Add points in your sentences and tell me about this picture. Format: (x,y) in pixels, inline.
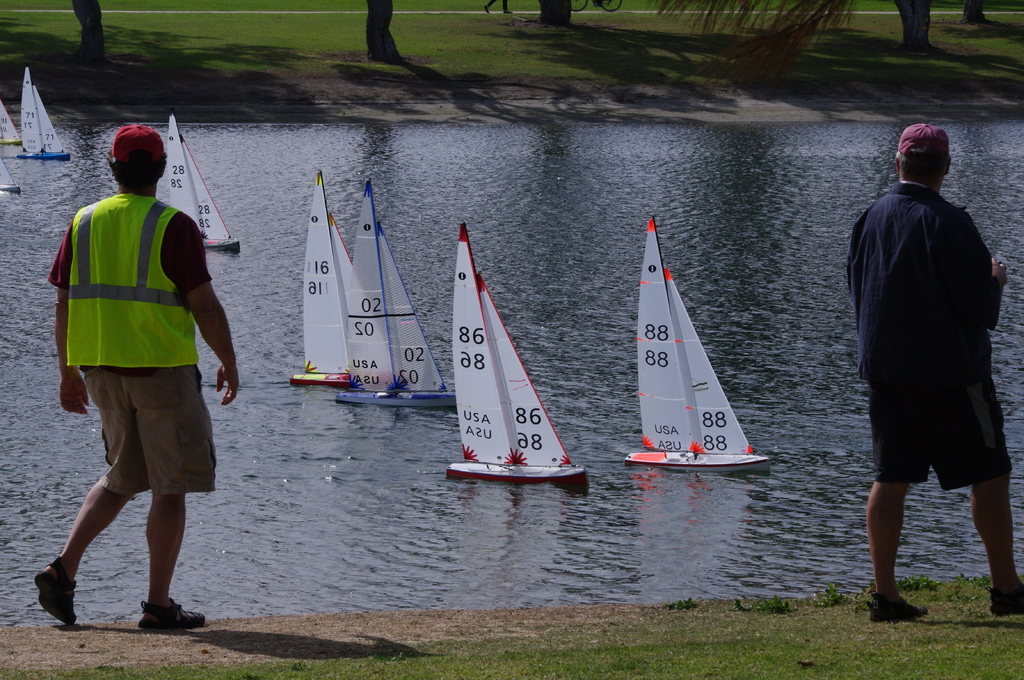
In this image we can see two persons (970,286) standing and we can also see grass (718,29), boats (490,347) and water (28,542).
